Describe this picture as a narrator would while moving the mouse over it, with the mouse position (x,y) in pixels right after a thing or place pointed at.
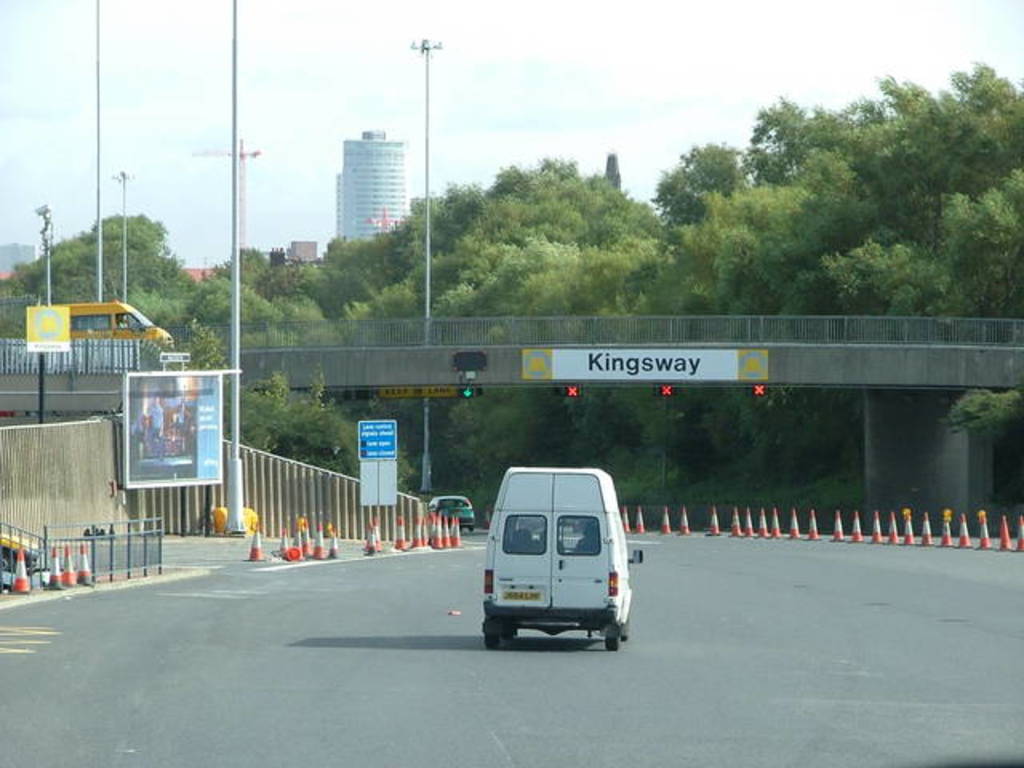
In the center of the image (566,499) we can see vehicle (545,541) on the road (635,623). On the right (942,531) and left side of the image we can see traffic cones (876,527). In the background (543,345) we can see bridge (266,346), trees (358,321), buildings (384,195), poles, sky (442,100) and clouds (417,79).
